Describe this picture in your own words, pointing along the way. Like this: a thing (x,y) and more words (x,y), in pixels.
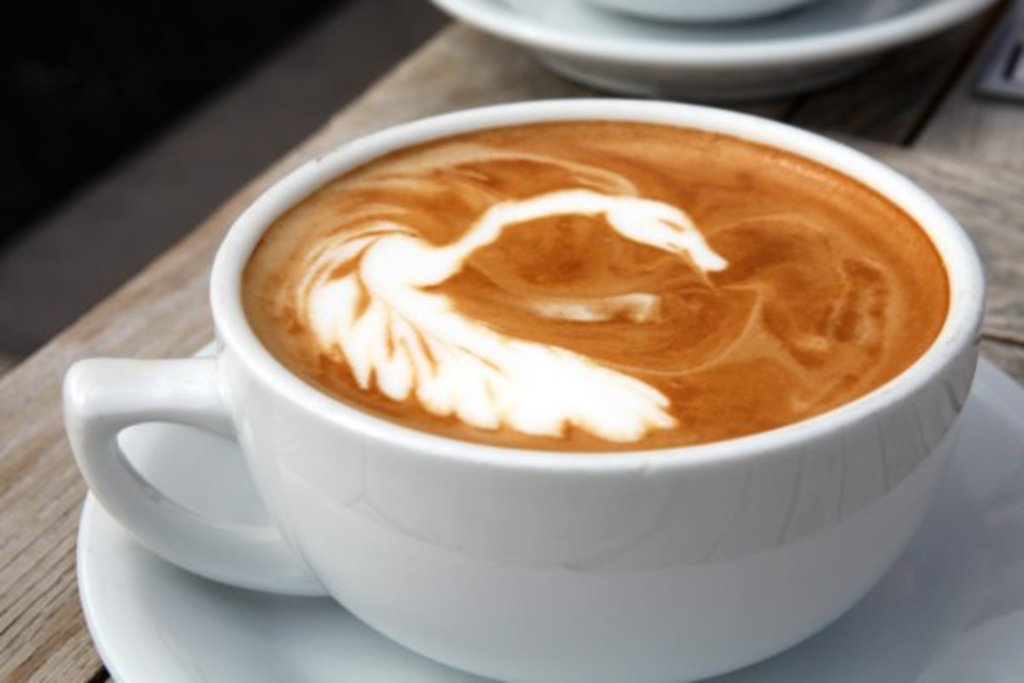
In the image there is a coffee cup (520,337) with saucer (266,616) on a wooden table (979,189) and beside there is another with saucer (756,66).
